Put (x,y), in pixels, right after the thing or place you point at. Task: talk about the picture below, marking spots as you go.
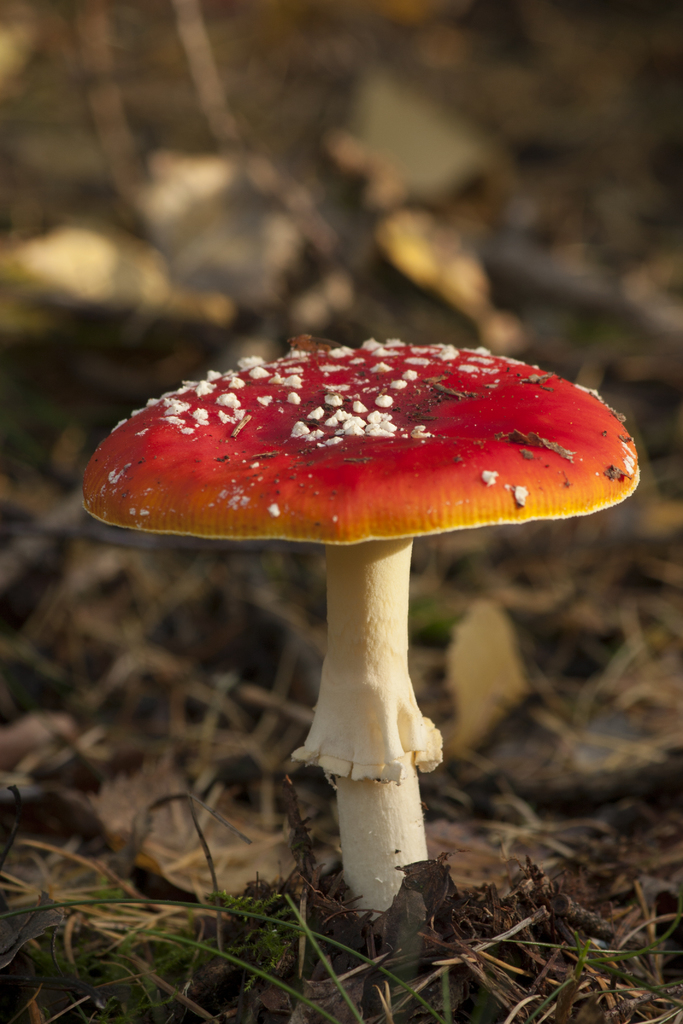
In the center of the image (318,413) we can see a mushroom (389,626). In the background of the image (424,632) we can see the dry leaves (261,1005), grass (333,1021) and ground (531,887).
